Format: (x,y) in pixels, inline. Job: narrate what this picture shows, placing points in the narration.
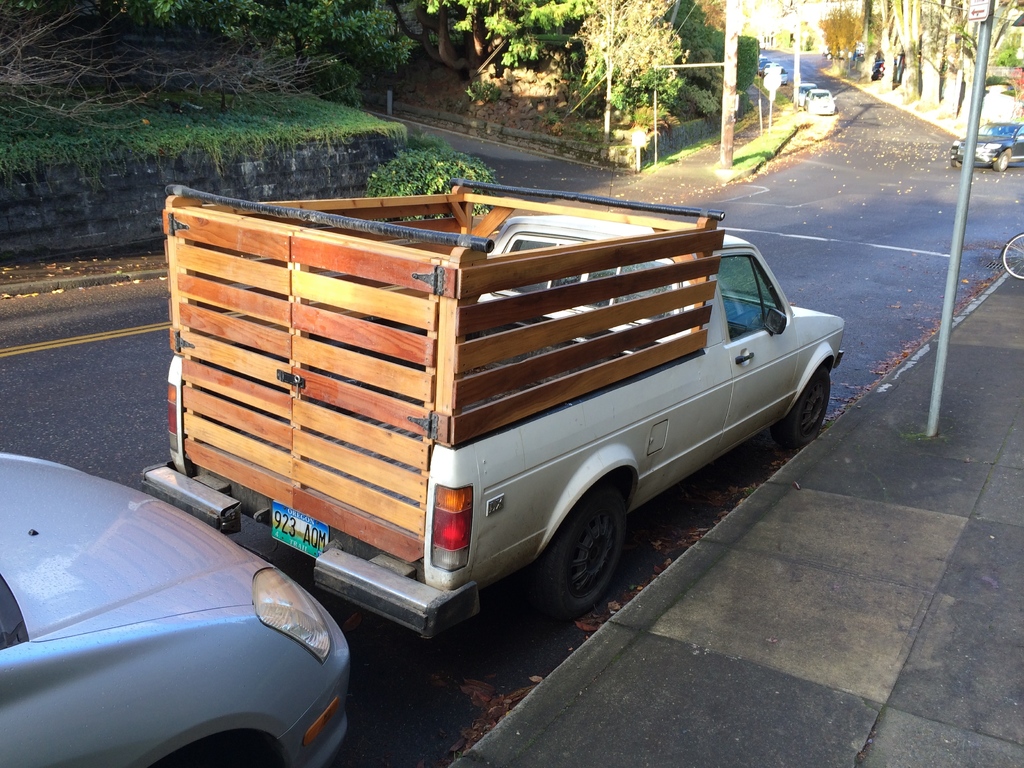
In this image, I can see a truck (525,505) and the cars (187,583) on the road (840,294). This looks like a pole (986,61). I can see the trees (524,49) and bushes (476,167). This looks like the grass (326,128) on the wall (205,174). On the right corner of the image (1023,250), I can see a wheel (1012,260).
